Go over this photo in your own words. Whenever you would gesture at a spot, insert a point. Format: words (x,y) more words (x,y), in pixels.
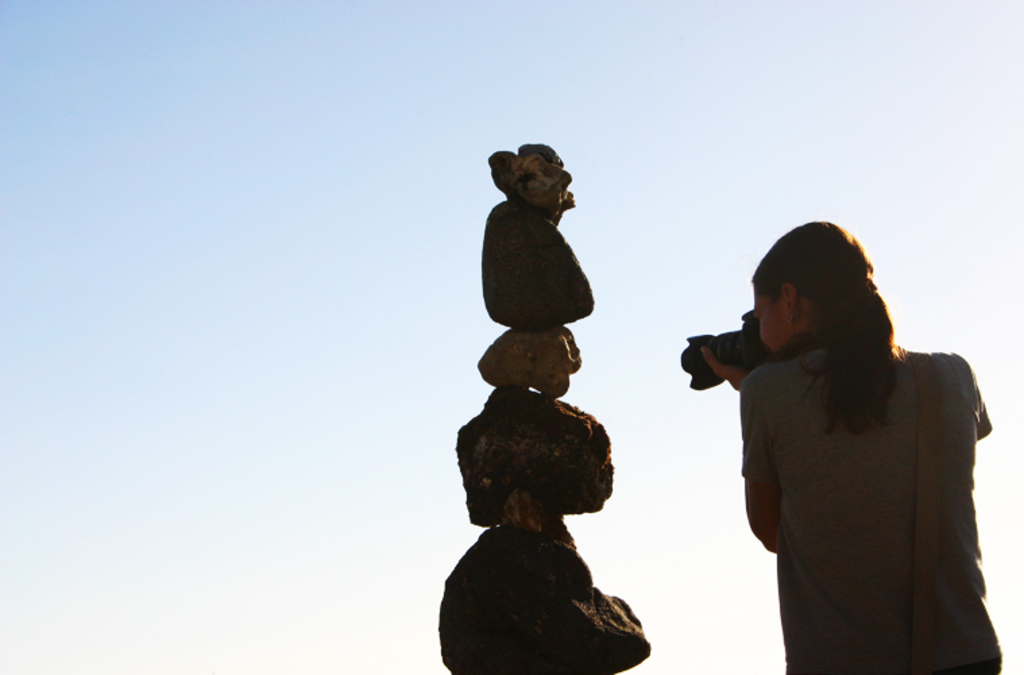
In this image we can see a woman (808,499) holding camera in the hands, stones (558,347) and sky (869,180).
